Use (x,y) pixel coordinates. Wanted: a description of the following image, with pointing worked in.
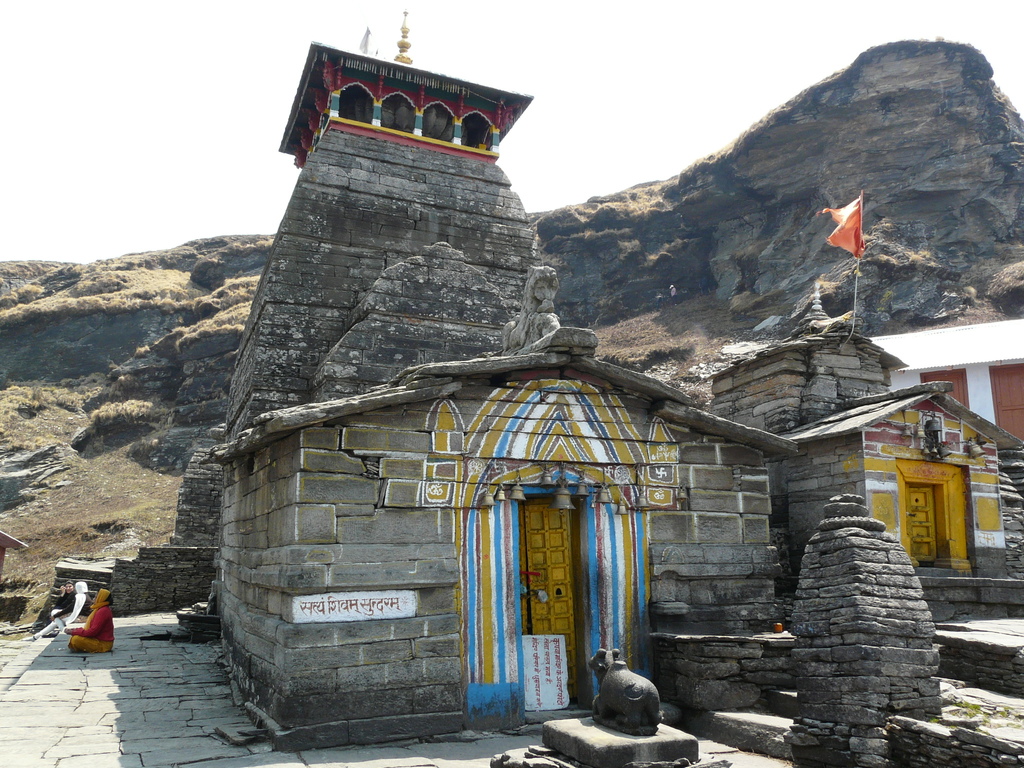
In this image, we can see some temples (833,435) and rock hills (873,234). We can see the ground (147,652) and a statue (636,710). We can see a flag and a few people (111,626). We can also see the sky (745,7).
